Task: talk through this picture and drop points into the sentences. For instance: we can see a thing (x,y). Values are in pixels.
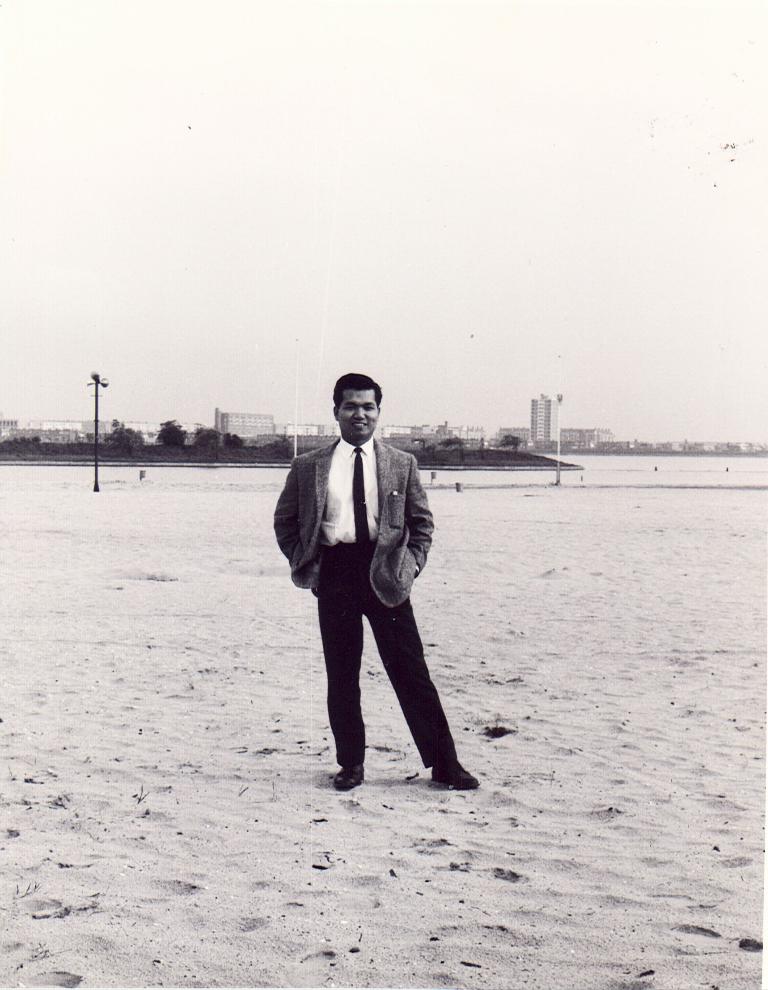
In this image in the center (341,536) there is one person (359,639) who is standing, and at the bottom (658,786) there is sand (575,565) in the background (535,431) there are some buildings (454,426), trees (117,438) and some poles (95,415). On the top of the image (423,183) there is sky (488,231).
